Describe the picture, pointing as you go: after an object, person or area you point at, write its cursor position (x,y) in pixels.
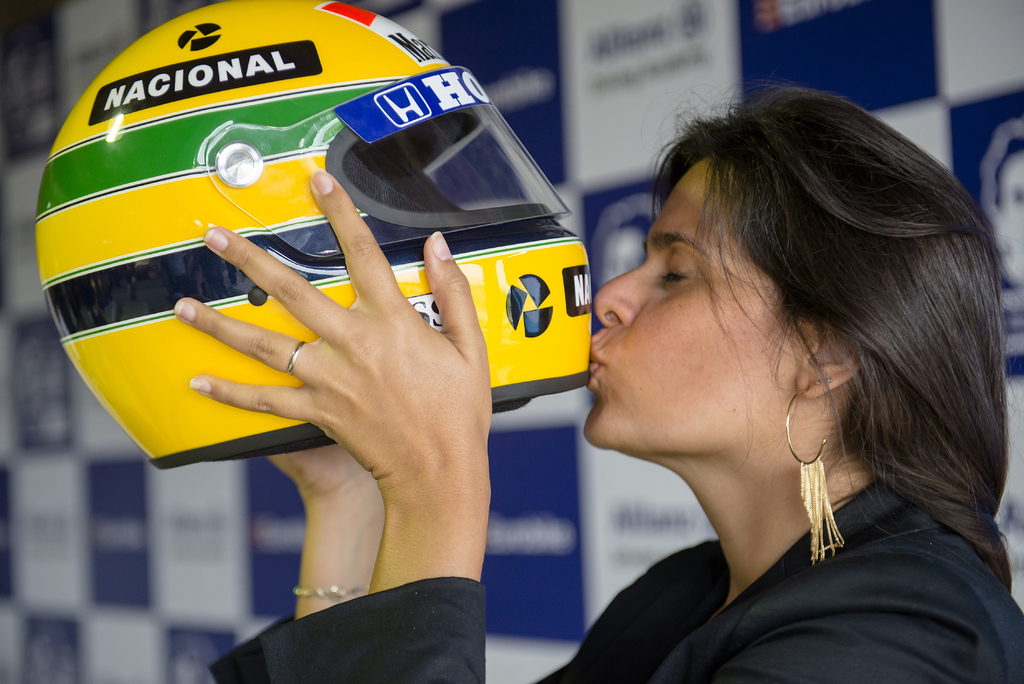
There is one woman (827,469) wearing black color dress (802,613) and holding a helmet (315,244) as we can see in the middle of this image (503,331), and there is a wall poster (126,528) in the background (632,78).
